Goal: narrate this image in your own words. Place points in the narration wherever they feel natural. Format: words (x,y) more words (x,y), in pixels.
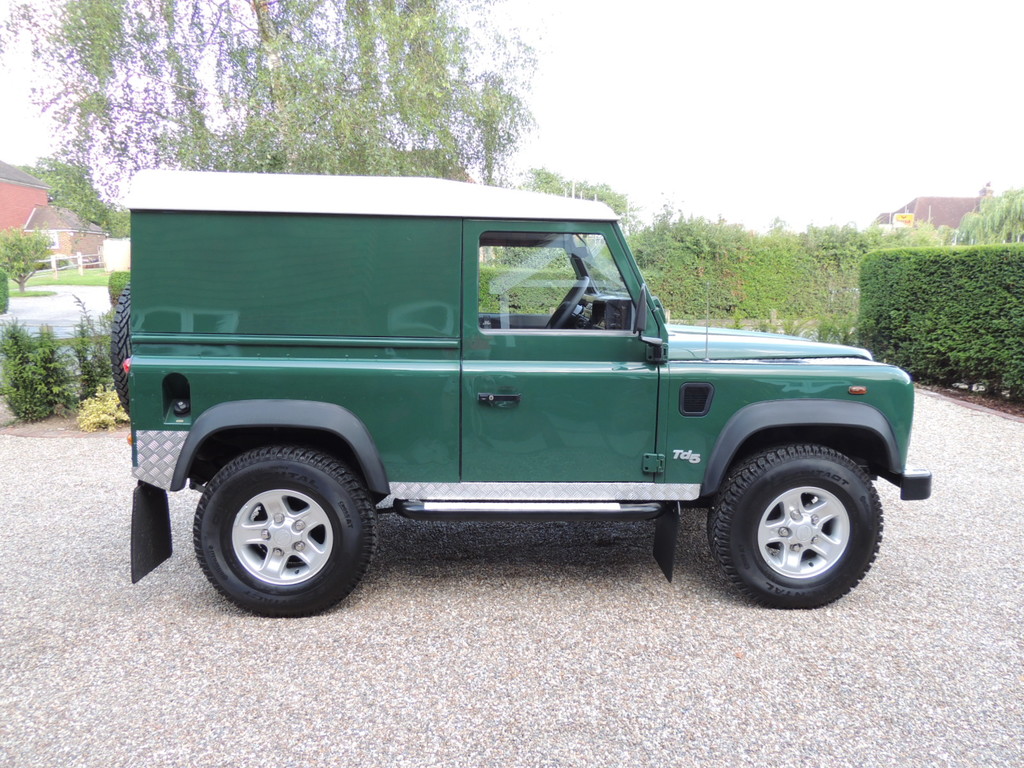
In this image I can see a green color jeep (565,386) in the middle (534,463). On the right side (908,288) there are bushes (850,282), on the left side (228,91) there are trees (393,93), at the top (659,86) it is the sky (713,105).
